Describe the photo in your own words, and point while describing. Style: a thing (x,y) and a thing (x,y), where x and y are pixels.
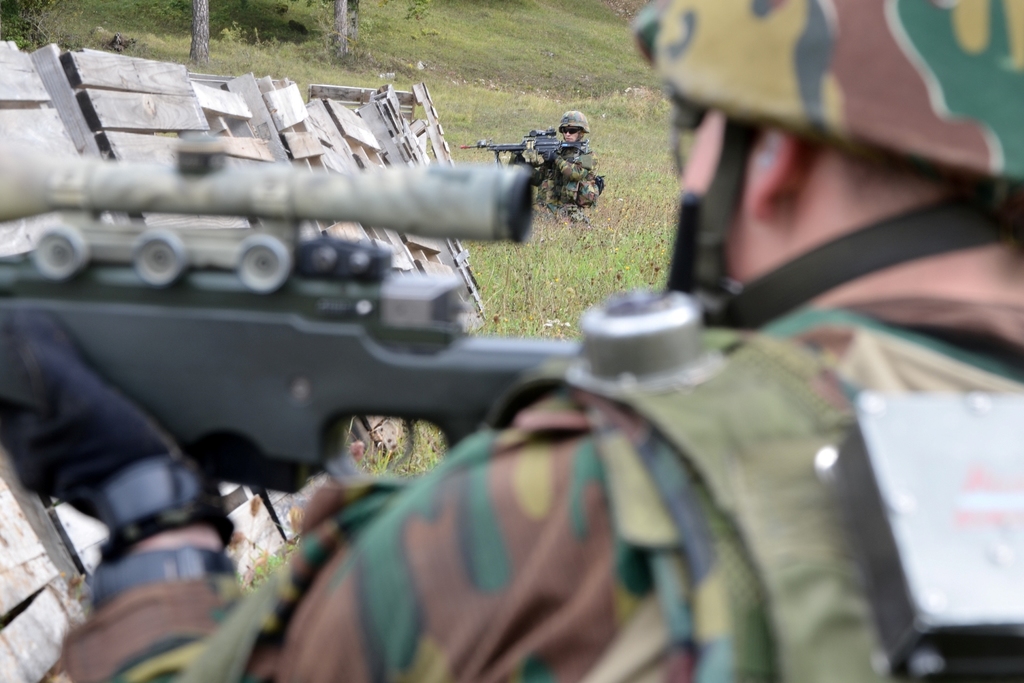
Right side of the image (738,336) there is a person (646,482) wearing a uniform (633,496) and helmet (733,87). He is holding a gun (282,353) in his hand (212,511). Left side (261,524) there are few wooden planks (37,78) on the grassland (587,268). A person (584,181) is sitting on the grassland (605,258). He is holding a gun (546,154) in his hand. He is wearing a helmet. Left top there are few tree trunks (338,34) on the grassland (327,57).
